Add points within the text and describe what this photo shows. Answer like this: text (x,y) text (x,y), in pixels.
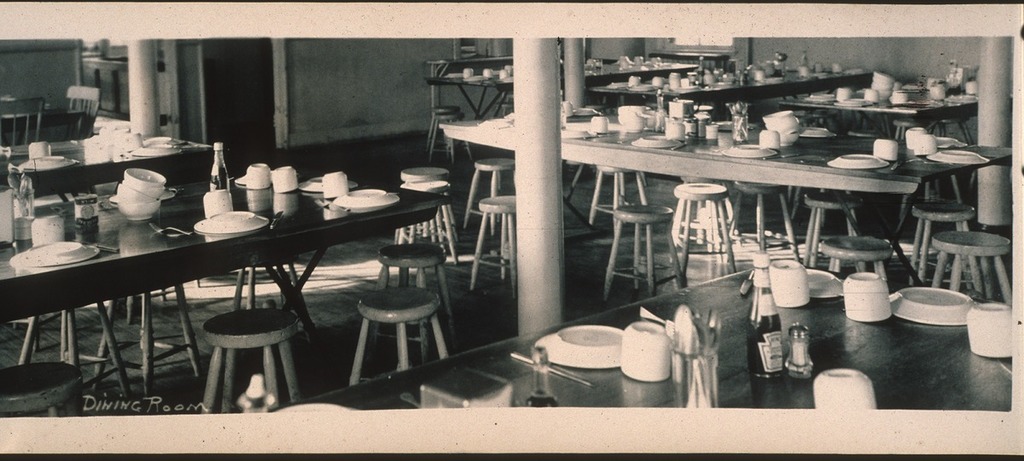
This is a black and white image. In this image we can see tables (307,205), stools (286,339), bowls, spoons (682,339), ketchup bottle (750,335), salt (791,336), plates (601,346), glasses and knife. In the background (454,102) there is a wall (355,84).
